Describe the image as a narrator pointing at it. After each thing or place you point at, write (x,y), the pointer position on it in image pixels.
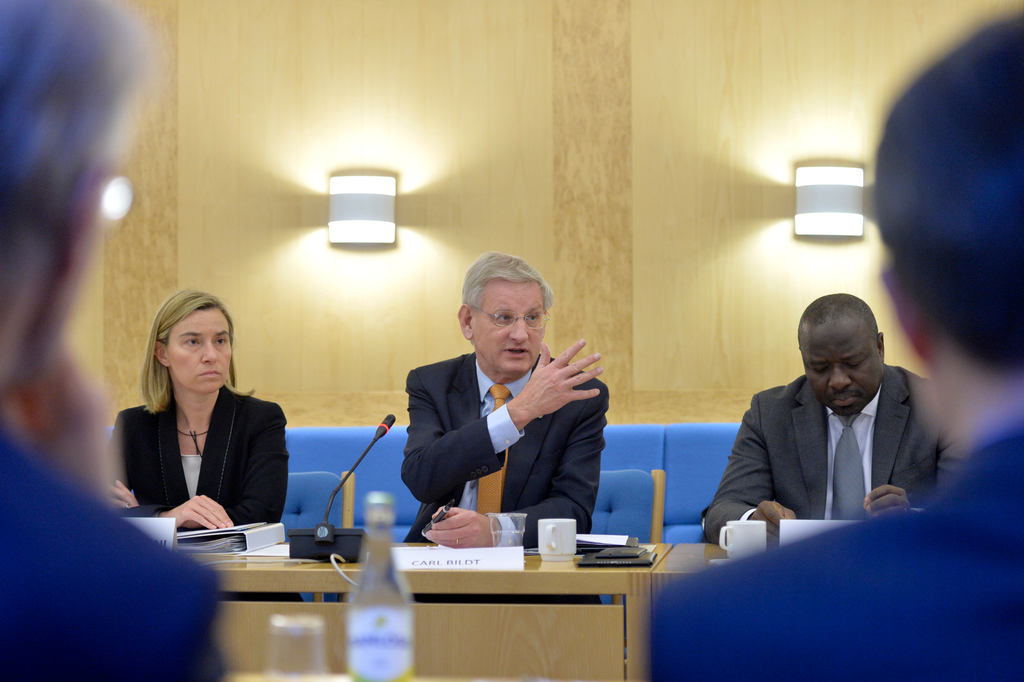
In this picture I can see five persons (532,499), in which three persons (468,311) are sitting on the chairs (649,508), there are nameplates (492,564), cups (554,536), papers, glass (502,535) and a mike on the table (561,566), there is a couch (647,465), there are lamps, and in the background (606,18) there is a wall (612,299).
